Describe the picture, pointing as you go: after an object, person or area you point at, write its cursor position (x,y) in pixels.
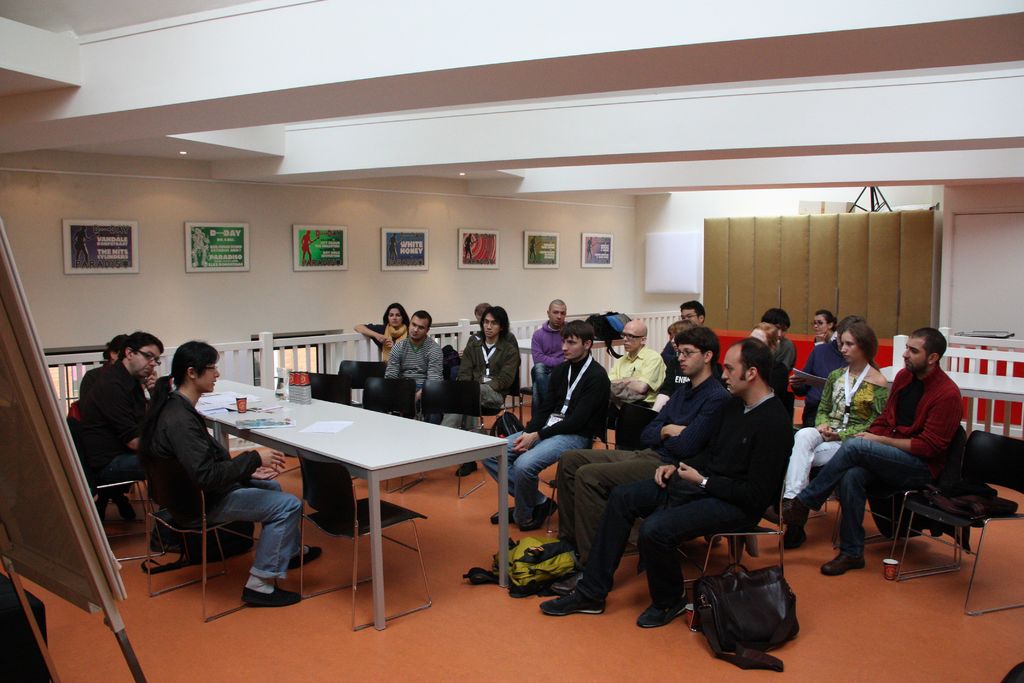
In the image there were group of people (942,344) sitting in a room (440,491). Three people (207,345) are sitting to the left (282,565) and all the remaining are sitting to the right (865,495). There were two boards (20,381) in the left (50,488) and the right. In the background (428,194) there is a wall (115,209) filled with the frames (301,235). To the right corner (912,549) there is an empty chair (1021,607) and one glass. In the center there is a yellow bag (545,577) besides there is a black bag (728,602). There is a table (270,399) which is in white in color, a glass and some papers (243,425) on it.
